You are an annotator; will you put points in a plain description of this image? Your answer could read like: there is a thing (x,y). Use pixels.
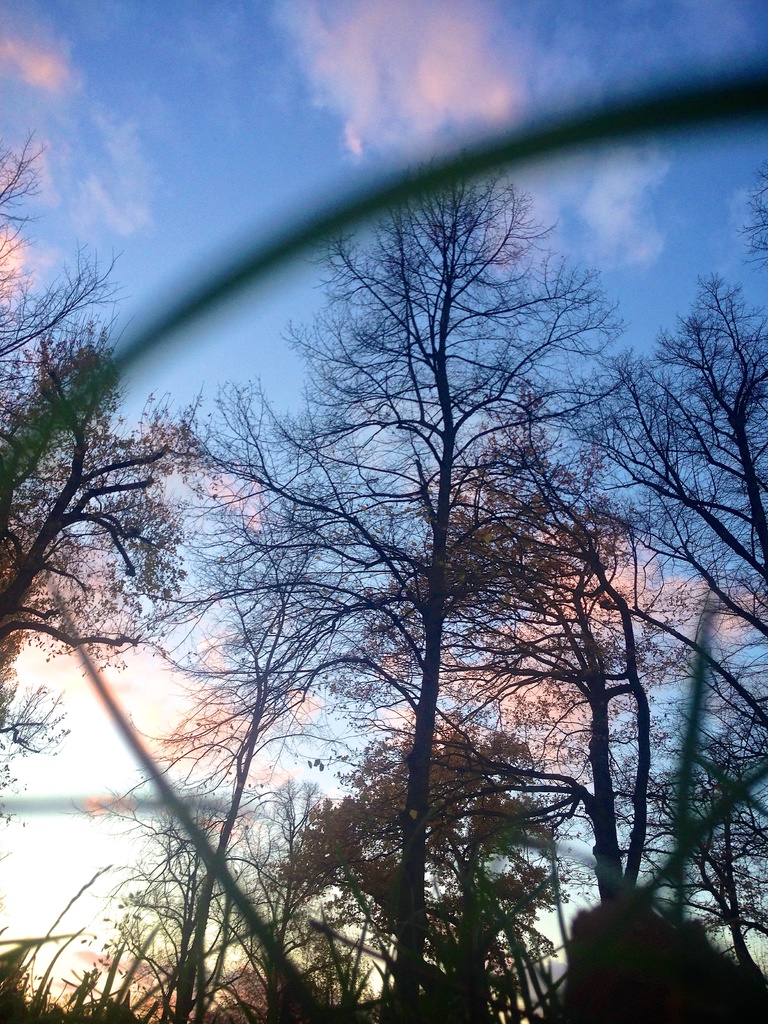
In the picture I can see trees (449,719) and some other objects (383,958). In the background (215,326) I can see the sky (246,104).
